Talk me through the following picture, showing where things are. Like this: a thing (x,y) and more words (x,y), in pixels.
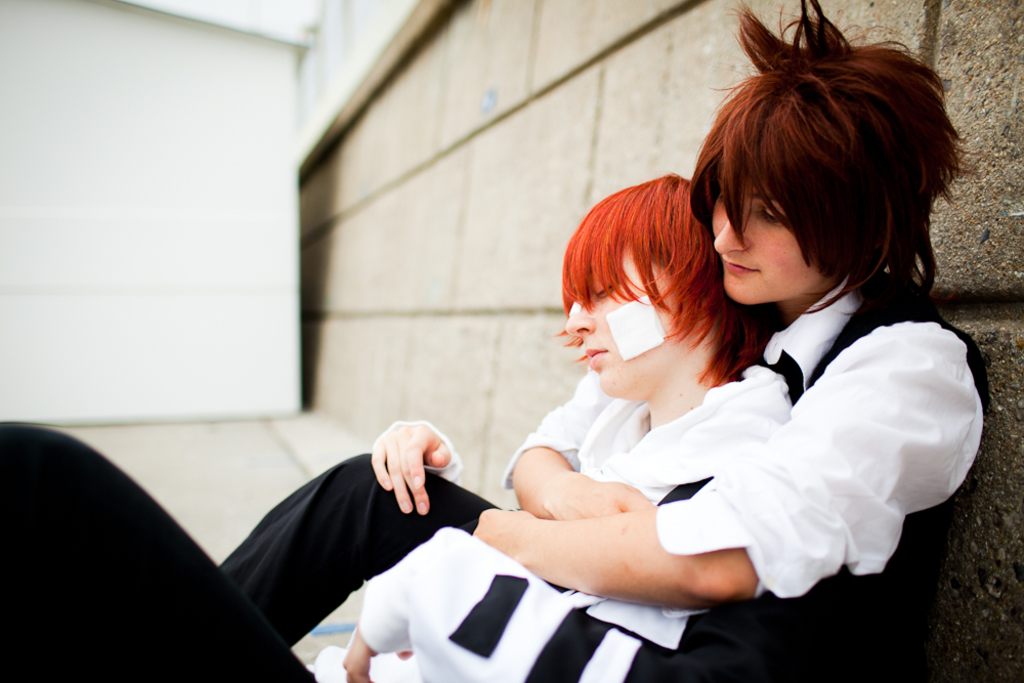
In this picture we can see the people (882,475) sitting. Behind them we can see the wall (620,101). We can also see the floor (295,452).
